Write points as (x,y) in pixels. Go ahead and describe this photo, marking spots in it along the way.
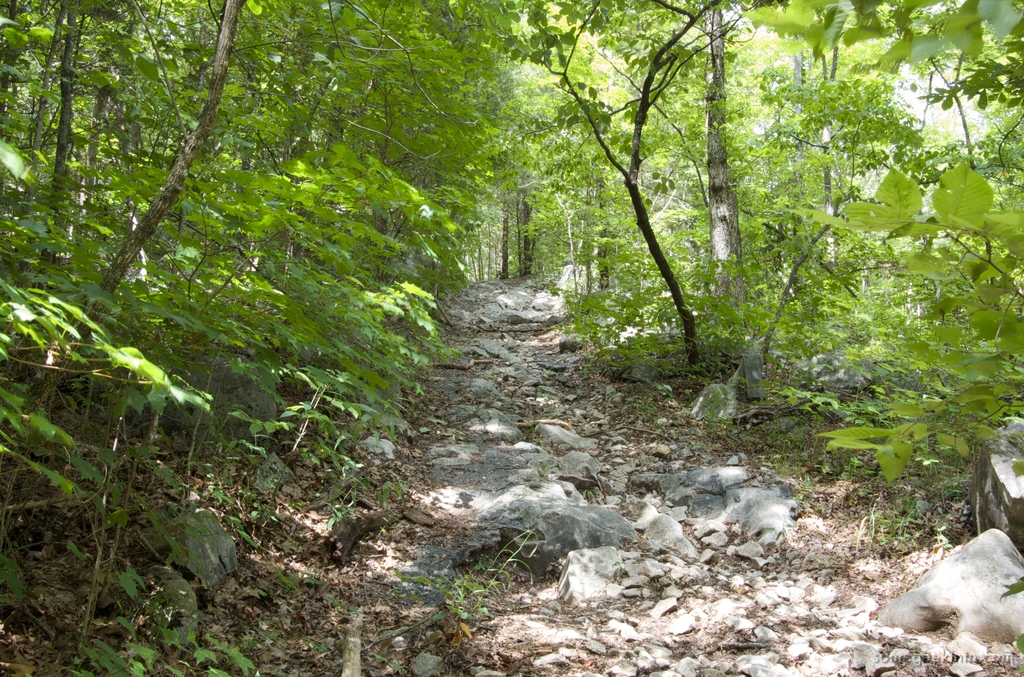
In the background of the image (645,62) we can see the trees (615,272). At the bottom of the image (536,550) we can see the rocks (582,527), dry leaves (257,625) and ground (661,412). In the bottom right corner (916,661) we can see the text (1011,656).
